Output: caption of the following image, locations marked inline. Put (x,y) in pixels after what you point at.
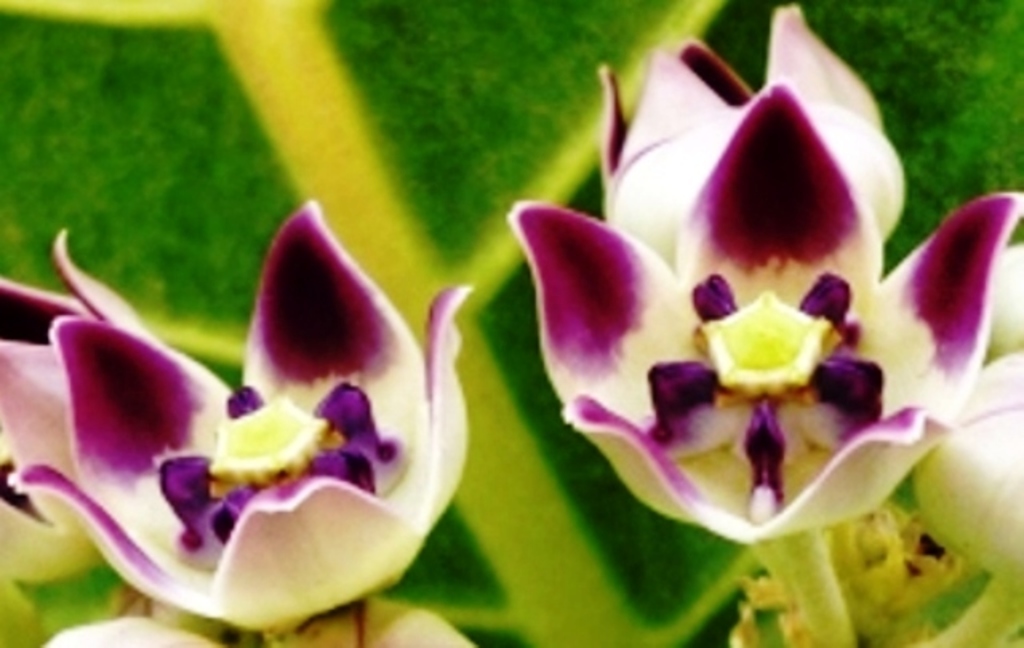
In this image I can see flowers (411,417) and in the background (338,187) I can see something in green and yellow in color.
